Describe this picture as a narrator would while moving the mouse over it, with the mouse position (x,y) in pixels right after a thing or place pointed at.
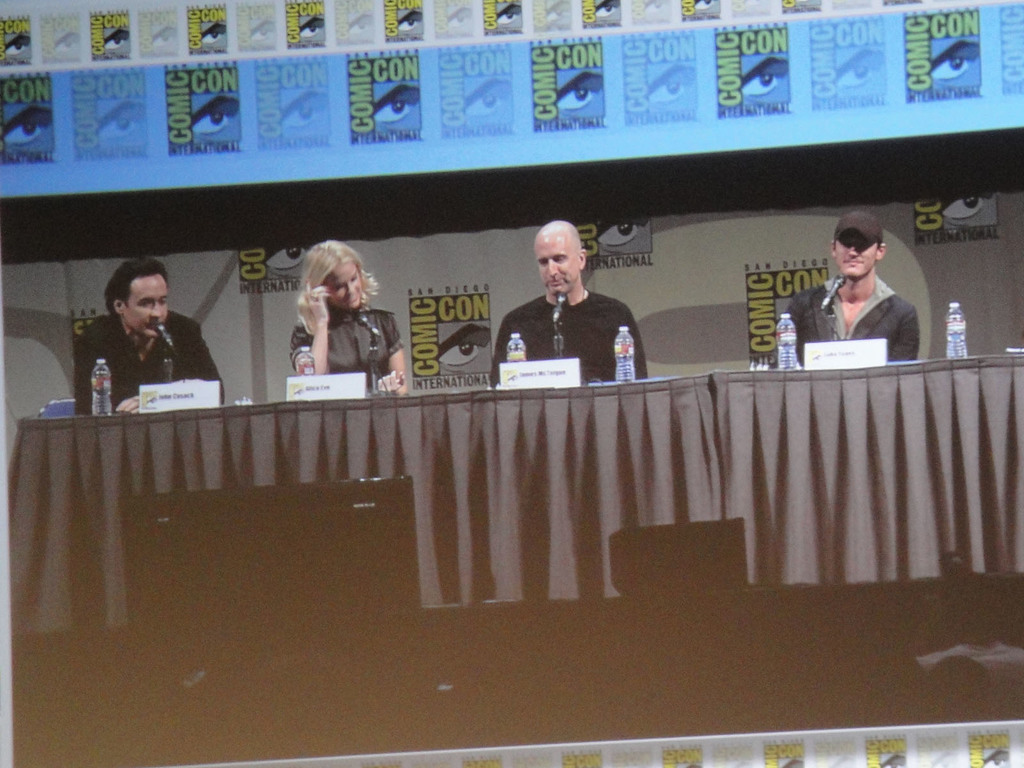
In this picture we can see four people (565,235), in front of them we can see a tablecloth (830,434), mics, bottles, name boards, monitor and some objects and in the background (681,337) we can see banners (681,337).
